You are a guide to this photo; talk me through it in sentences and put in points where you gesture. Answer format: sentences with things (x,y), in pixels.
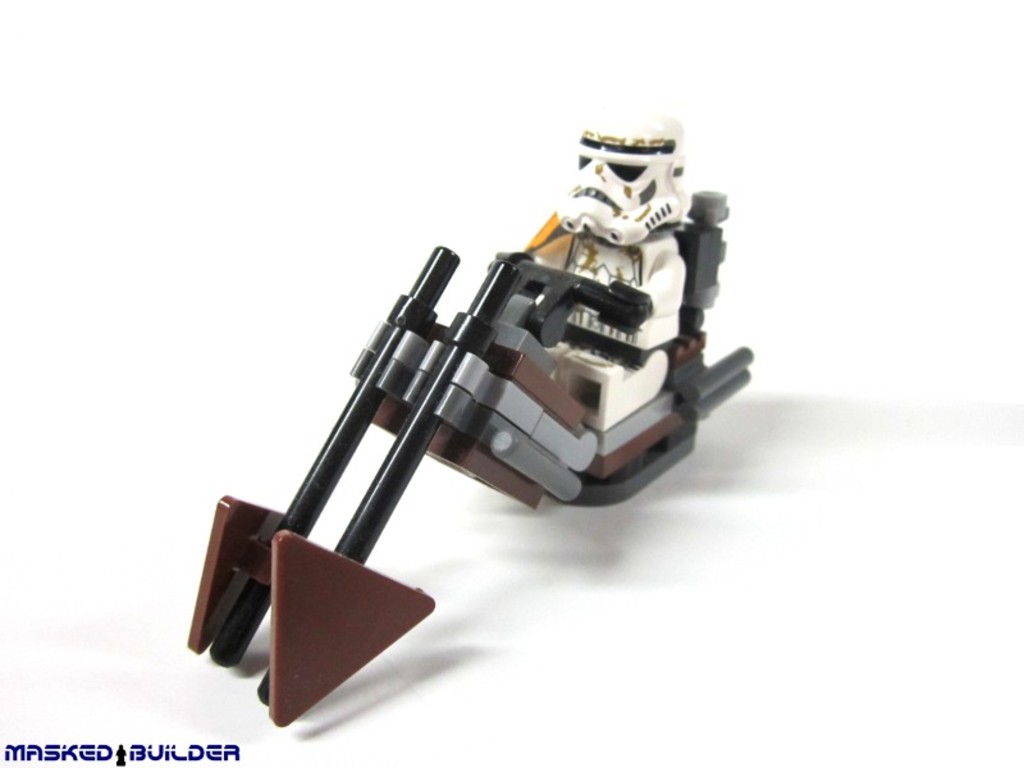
In this image, It looks like a toy (571,332). The background (109,72) looks white in color. This is the watermark (78,749) on the image.
